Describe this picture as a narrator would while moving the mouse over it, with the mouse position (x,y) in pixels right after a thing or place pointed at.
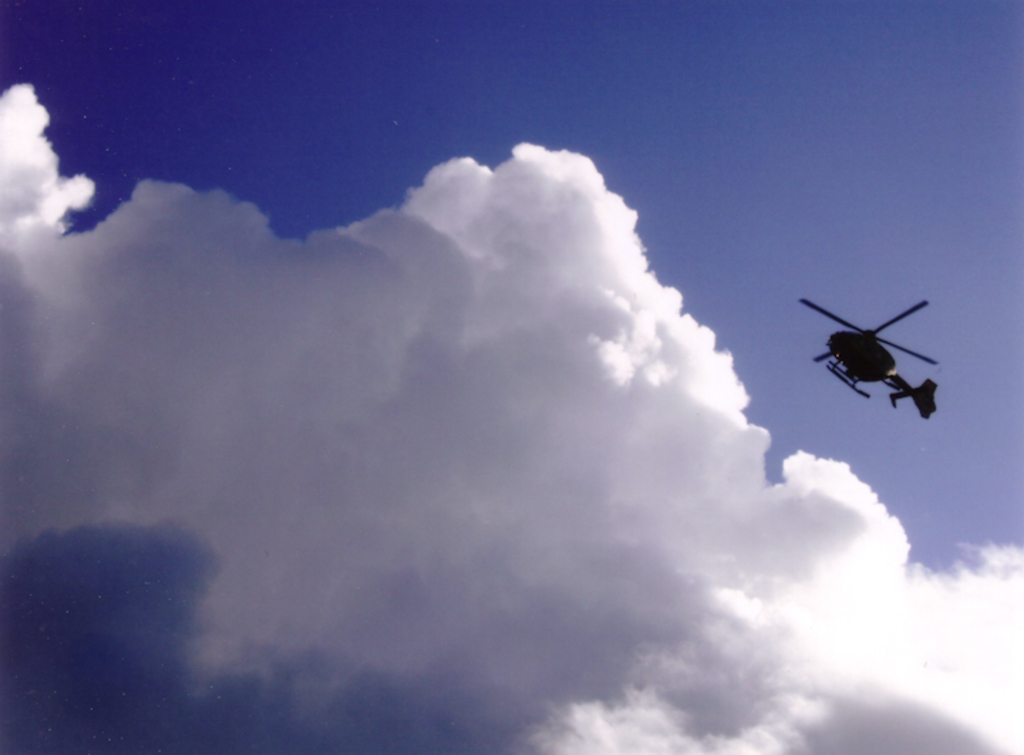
In this picture, we can see a helicopter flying in air, and we can see the sky (771,277) with clouds (629,393).
